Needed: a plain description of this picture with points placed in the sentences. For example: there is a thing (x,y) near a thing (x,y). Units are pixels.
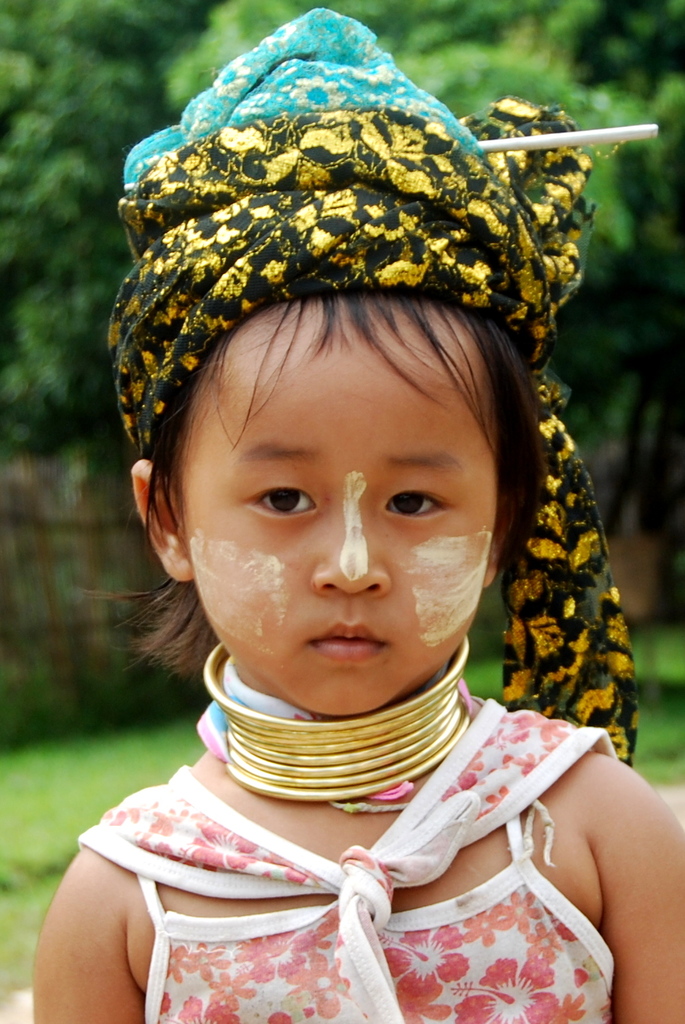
In this image there is a girl (415,709) standing, in the background (182,714) there are trees (630,312) and a grassland (34,887).
